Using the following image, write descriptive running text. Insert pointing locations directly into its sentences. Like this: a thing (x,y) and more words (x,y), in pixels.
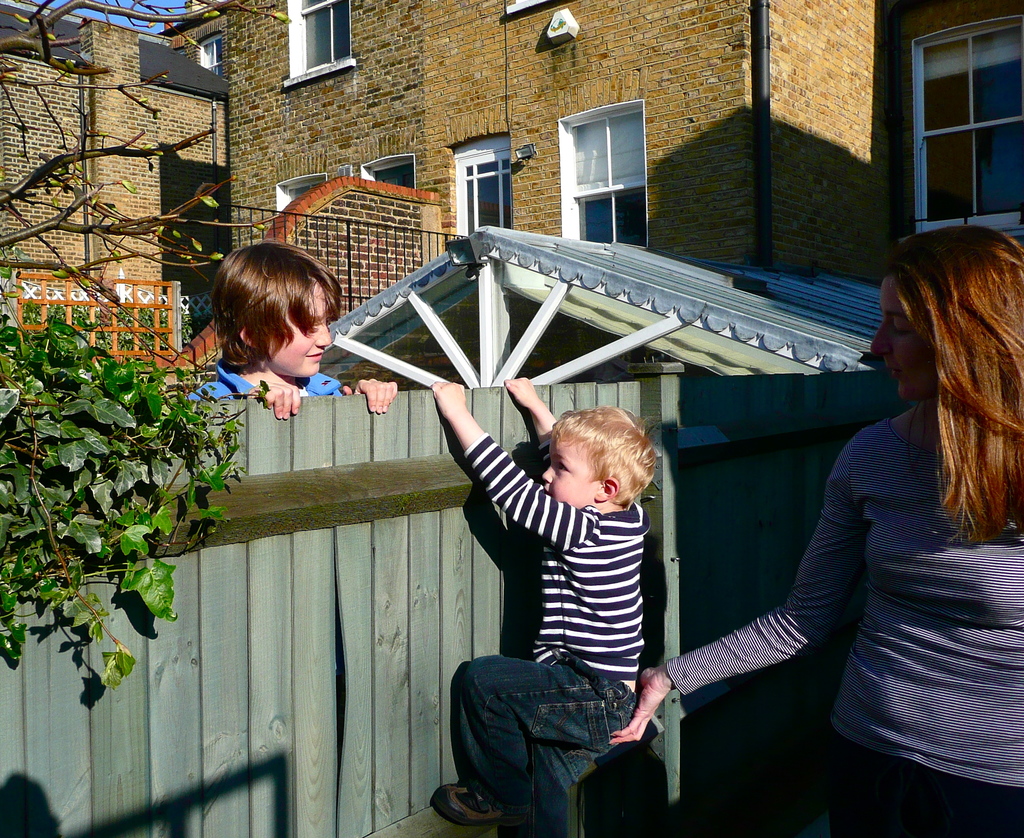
In the image we can see a woman (934,616) and two children (276,362), wearing clothes (938,574). We can see fence (329,650), leaves (224,435) and tree branches (14,194). We can see the building (572,87) and these are the windows (597,124) of the building (408,120) and the sky (175,11).
